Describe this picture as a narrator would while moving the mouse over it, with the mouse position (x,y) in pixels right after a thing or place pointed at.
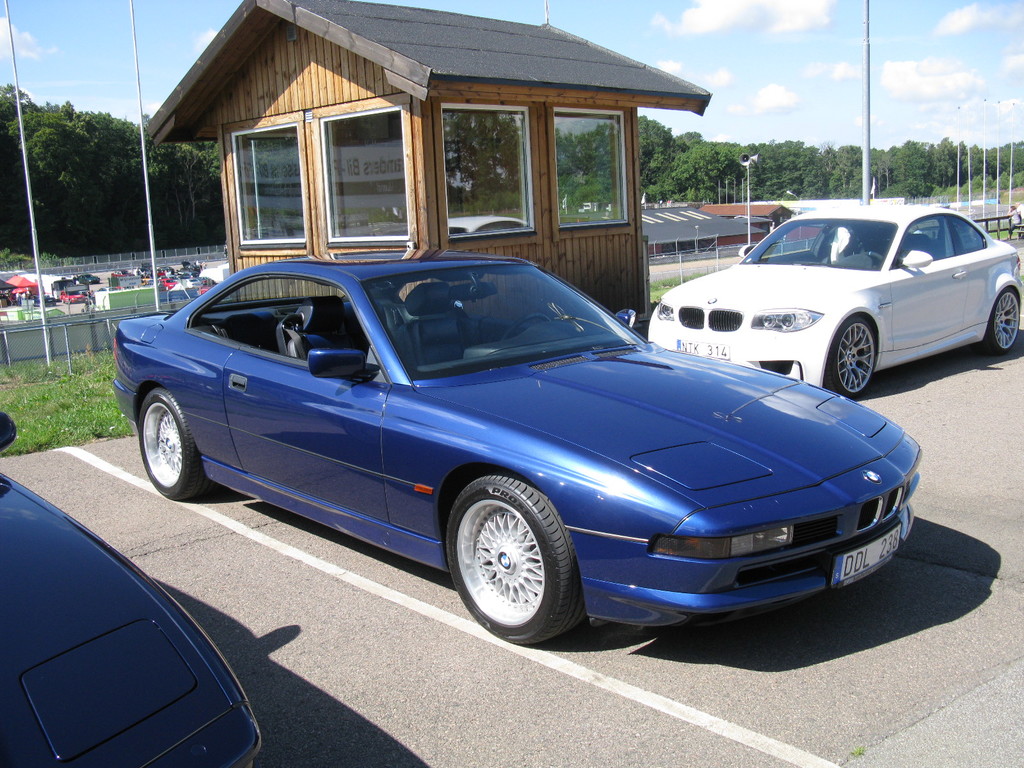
In this image in the center (501,472) there are cars (653,394), there is grass (60,438) on the ground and there is a room (465,128). In the background (149,206) there are vehicles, poles (153,239), trees (914,176) and the sky (926,72) is cloudy.
